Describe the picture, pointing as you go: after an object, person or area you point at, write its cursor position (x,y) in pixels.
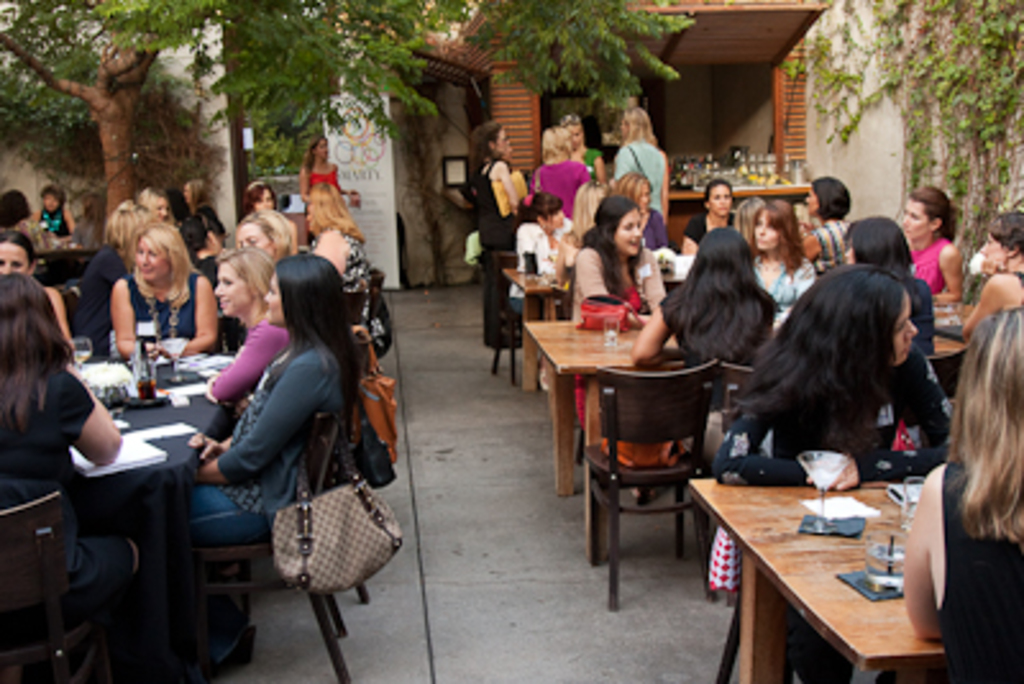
In this picture there are two rows of tables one is at right side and other is at left side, there are some people (641,314) those who are sitting on the chairs (680,490), it seems to be they are discussing something in the image, there is a canteen (685,111) at the right side of the image (723,93) and there are some trees (180,13) around the image, they all are ladies (760,212) in the image, some ladies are standing at the right side of the image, there are some glasses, papers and tissues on the tables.
